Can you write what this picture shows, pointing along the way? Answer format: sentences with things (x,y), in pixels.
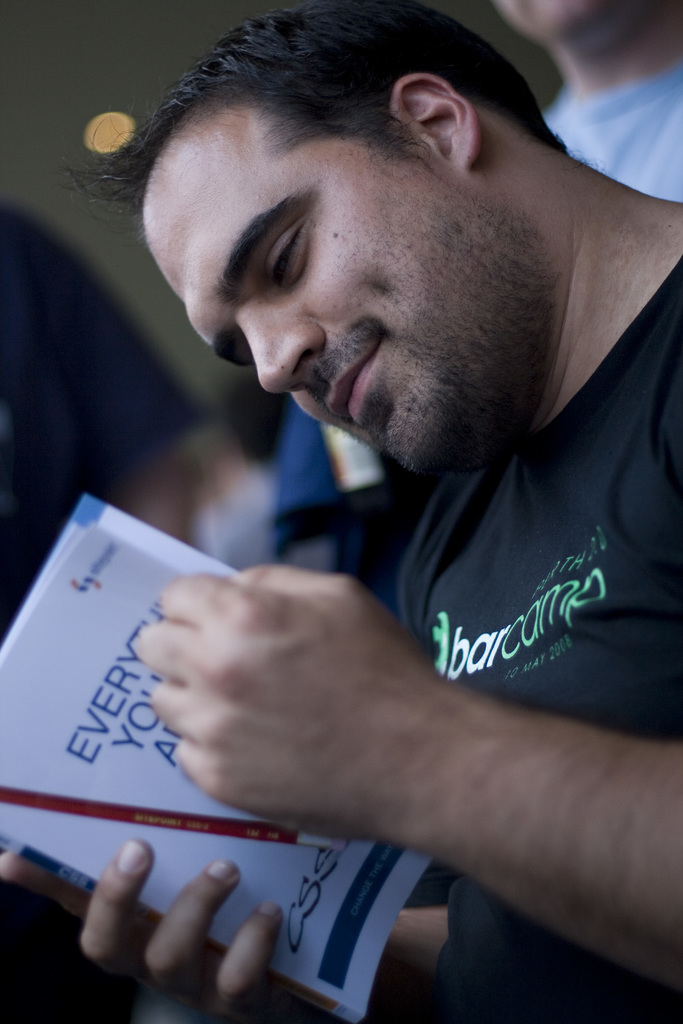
This image consists of a man (247,632) wearing black T-shirt (440,556) is reading a book (117,712). In the background (126,263), we can see a wall (558,91) and another man (638,149).
